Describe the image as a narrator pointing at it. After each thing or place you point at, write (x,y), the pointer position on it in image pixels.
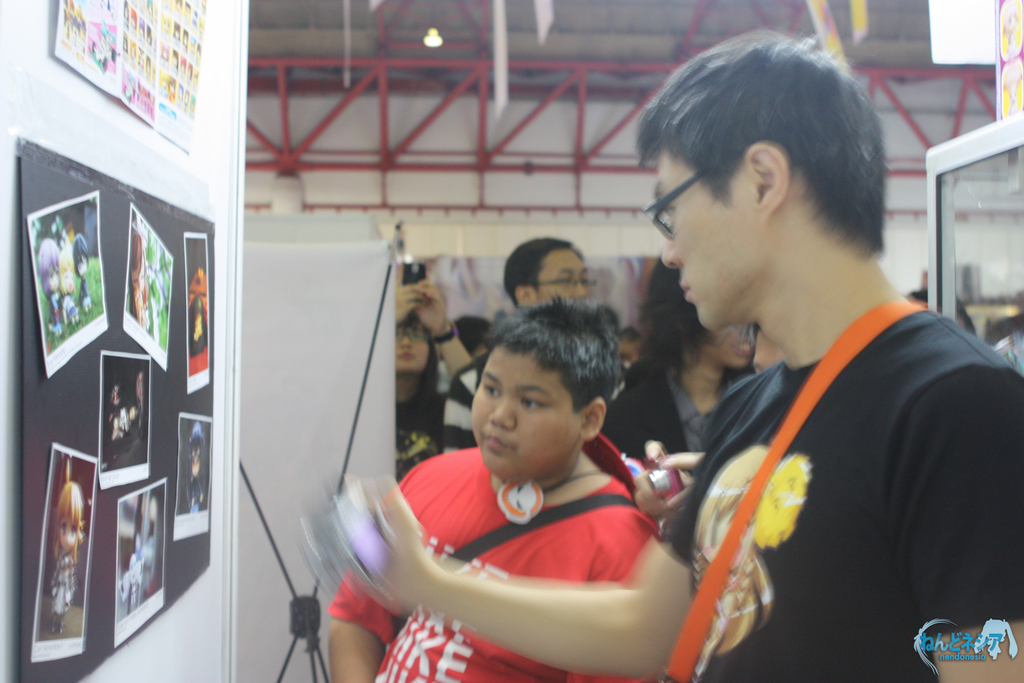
In this picture we can see a group of people (634,573) standing and some people (822,490) are holding objects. On the left side of the people (540,363) there is a wall (33,106) with photos (118,415) and other things (184,20). Behind the people (507,477) there are some red rods (513,63) and a light (436,40).
